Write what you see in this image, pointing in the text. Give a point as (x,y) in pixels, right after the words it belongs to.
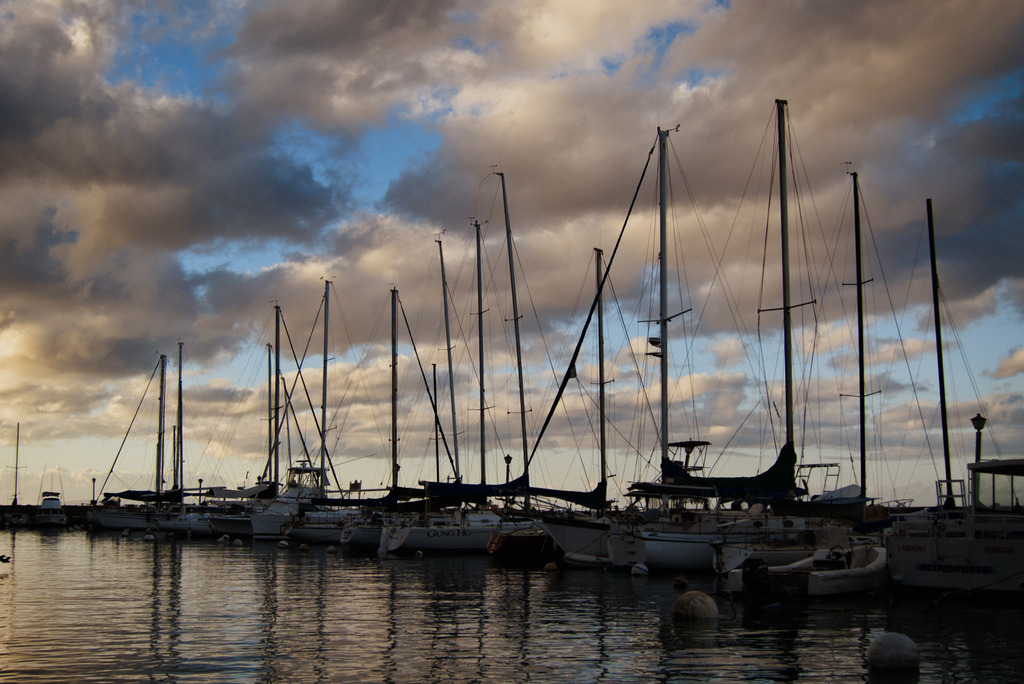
In this image I can see few ships (1018,525) on the water (593,577). Background (382,151) I can see the sky (335,263) in white and blue color.
